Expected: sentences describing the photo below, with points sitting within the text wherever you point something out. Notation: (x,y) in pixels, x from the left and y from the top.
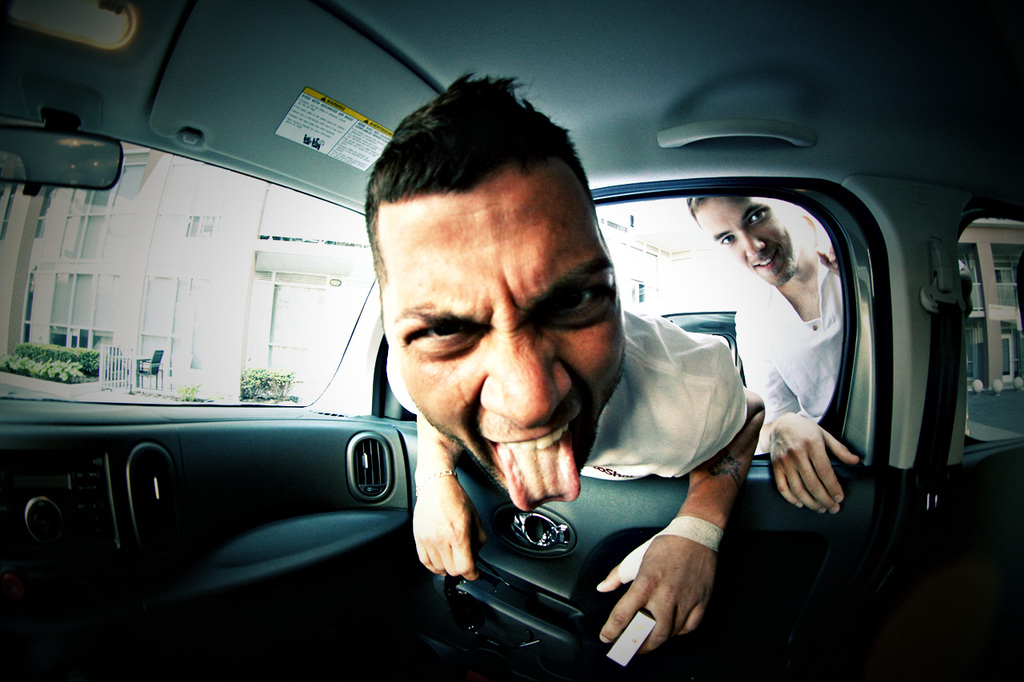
In this image I see the inside view of a vehicle (25,33) and I can also see there are 2 men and I see a smile on this man (749,251). In the background (712,287) I can see few buildings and few plants (288,382).
